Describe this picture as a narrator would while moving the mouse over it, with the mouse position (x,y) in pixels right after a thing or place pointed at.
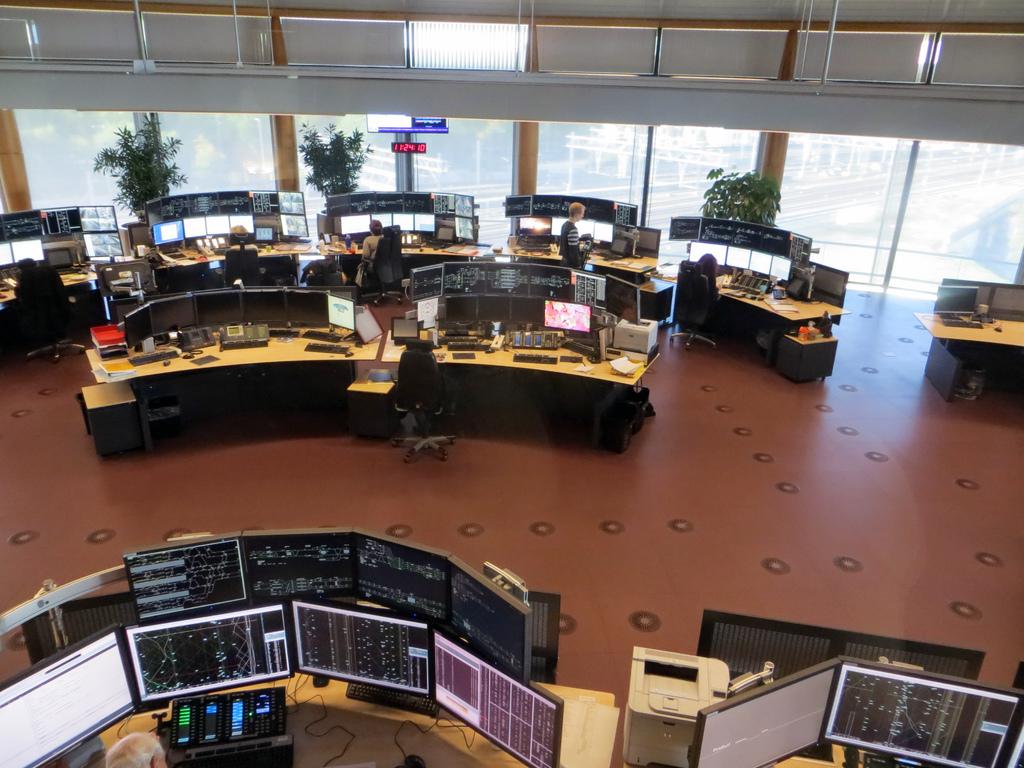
In this image I can see few systems (2,744), background (936,207) I can see few persons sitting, plants (776,200) in green color and I can also see the few glass walls (831,161).
